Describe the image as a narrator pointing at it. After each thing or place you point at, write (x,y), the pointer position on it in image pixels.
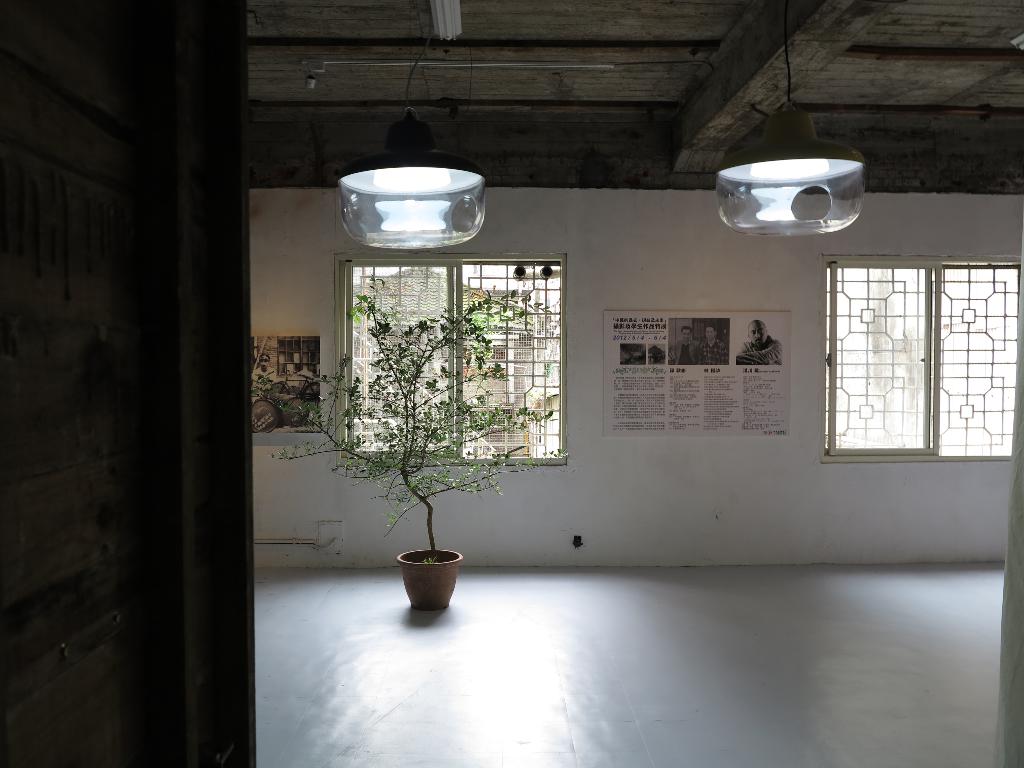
These are the lamps (788,190) hanging to the roof (769,23). I can see a flower pot (437,557) with a small tree (419,441) in it. These are the windows (987,328). These look like posters (290,365), which are attached to the wall (671,260). I think this is the wooden roof (668,80).
